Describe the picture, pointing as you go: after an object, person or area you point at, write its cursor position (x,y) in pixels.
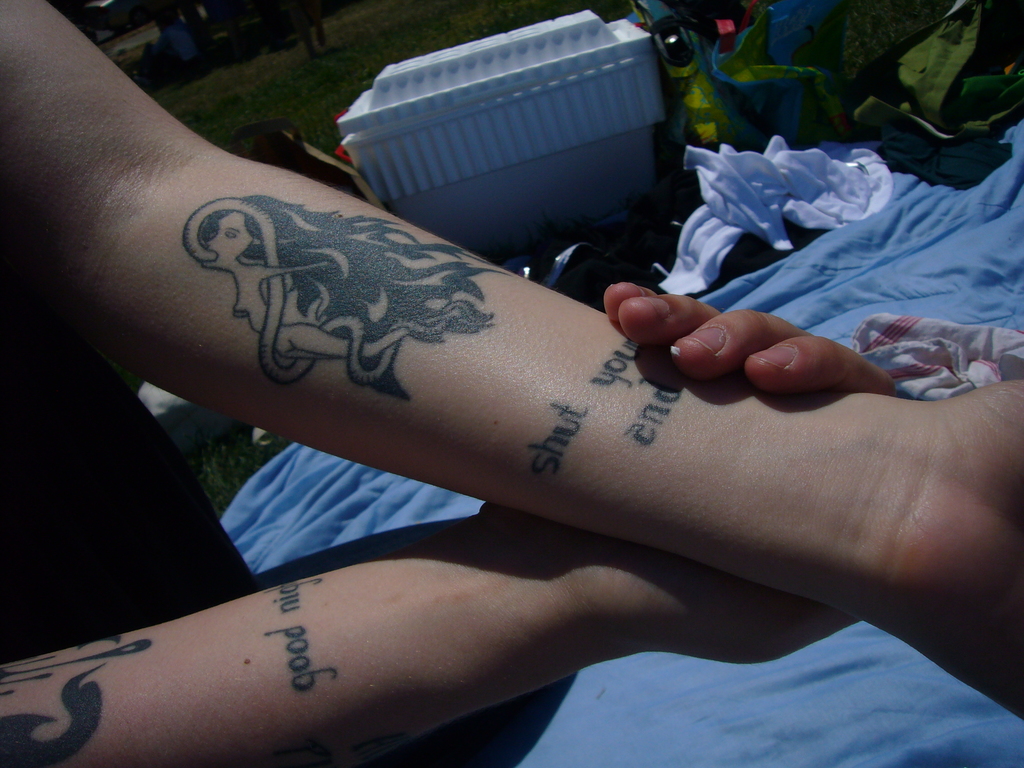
In the image we can see some tattoos (287,215) on the hand (385,248). Behind the hands (318,222) there is cloth (968,198) and there are some bags (781,82).
